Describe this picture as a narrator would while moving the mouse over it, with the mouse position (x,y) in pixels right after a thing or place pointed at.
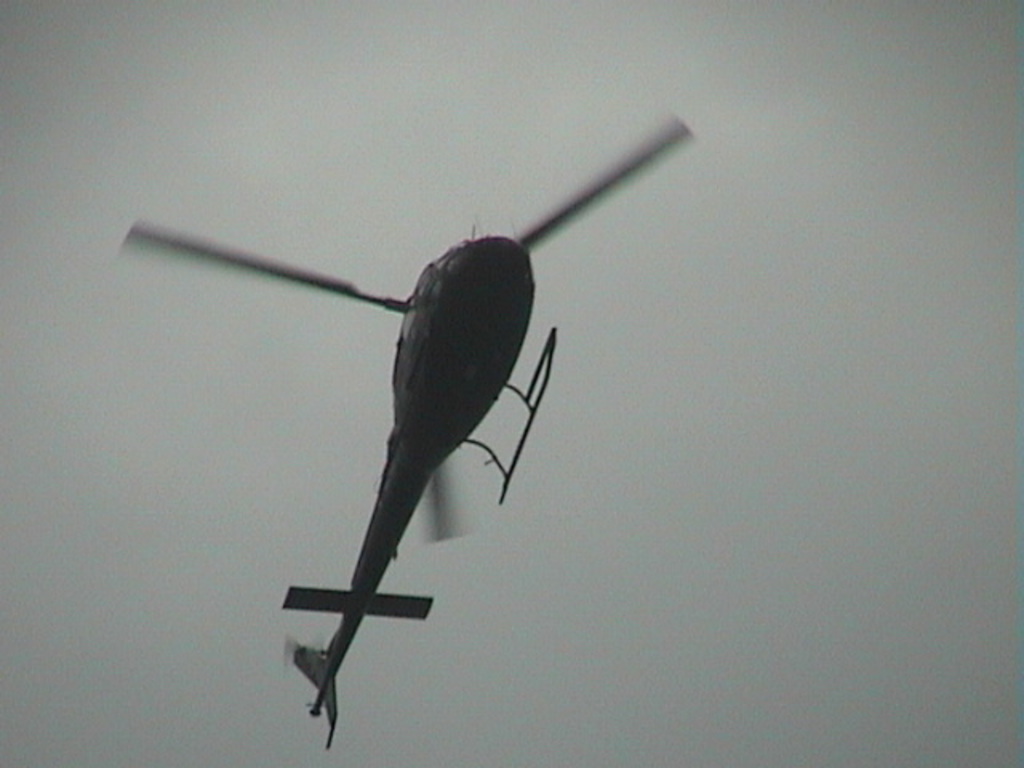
A helicopter (497,321) is flying in the sky (224,407).
